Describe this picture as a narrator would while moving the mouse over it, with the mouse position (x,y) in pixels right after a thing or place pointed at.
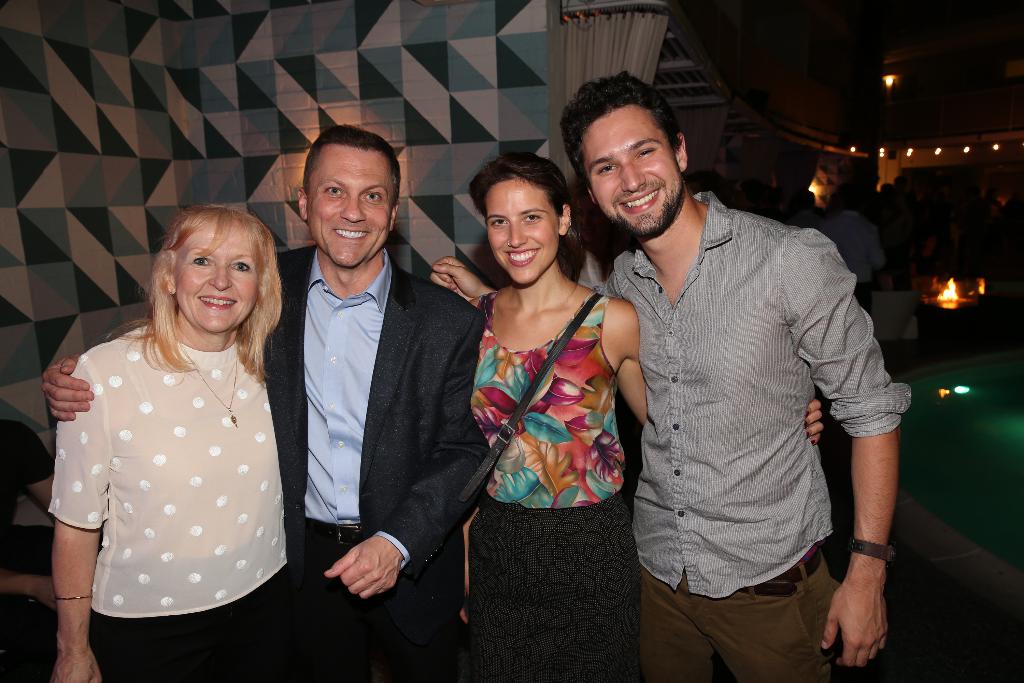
This image is taken outdoors. In this image the background (395,87) is a little dark. There is a wall (212,124) and there is a curtain (616,43). There are a few people (933,238). In the middle of the image (559,361) two men (359,354) and two women (523,364) are standing and they are with smiling faces (514,244).
